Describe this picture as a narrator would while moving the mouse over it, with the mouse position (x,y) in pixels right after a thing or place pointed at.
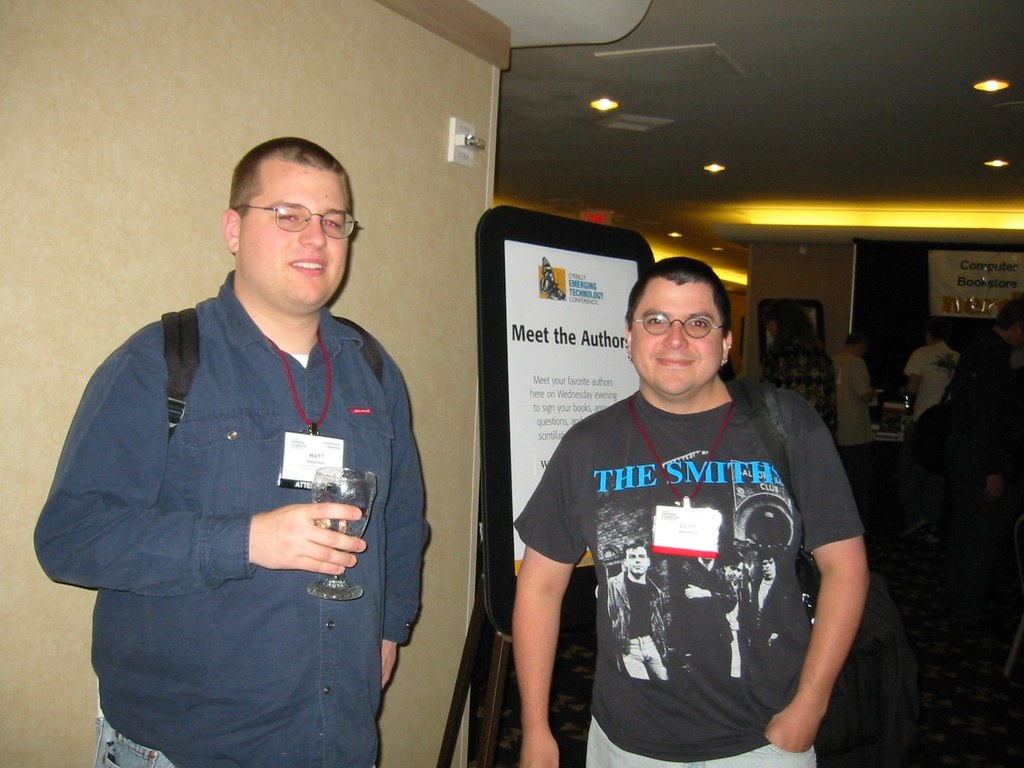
In this image I can see two persons (209,497) wearing bags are standing and I can see a person (289,546) is holding a glass (362,497) in his hand (336,538). In the background (91,163) I can see the wall (169,106), a board (522,288), the ceiling (701,129), few lights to the ceiling (915,125) and few persons (911,388) standing.
